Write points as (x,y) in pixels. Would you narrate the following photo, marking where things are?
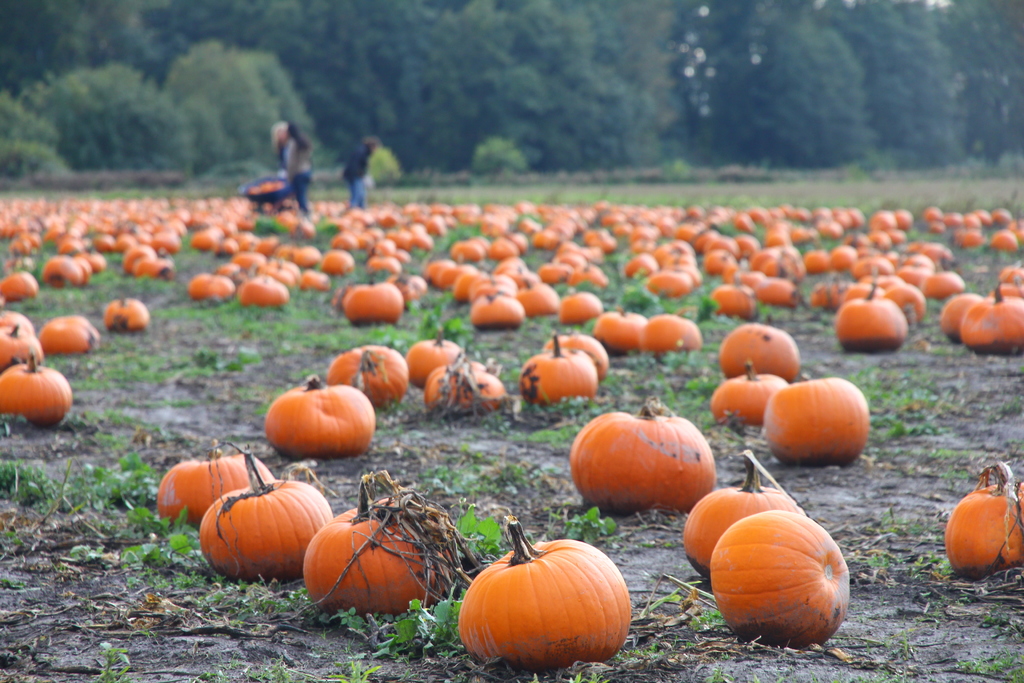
In the image we can see there are pumpkins (593,314) on the ground (646,525) and there are people (361,186) standing at the back (283,170). Behind there are lot of trees (906,103) and the image is little blurry at the back (492,168).
